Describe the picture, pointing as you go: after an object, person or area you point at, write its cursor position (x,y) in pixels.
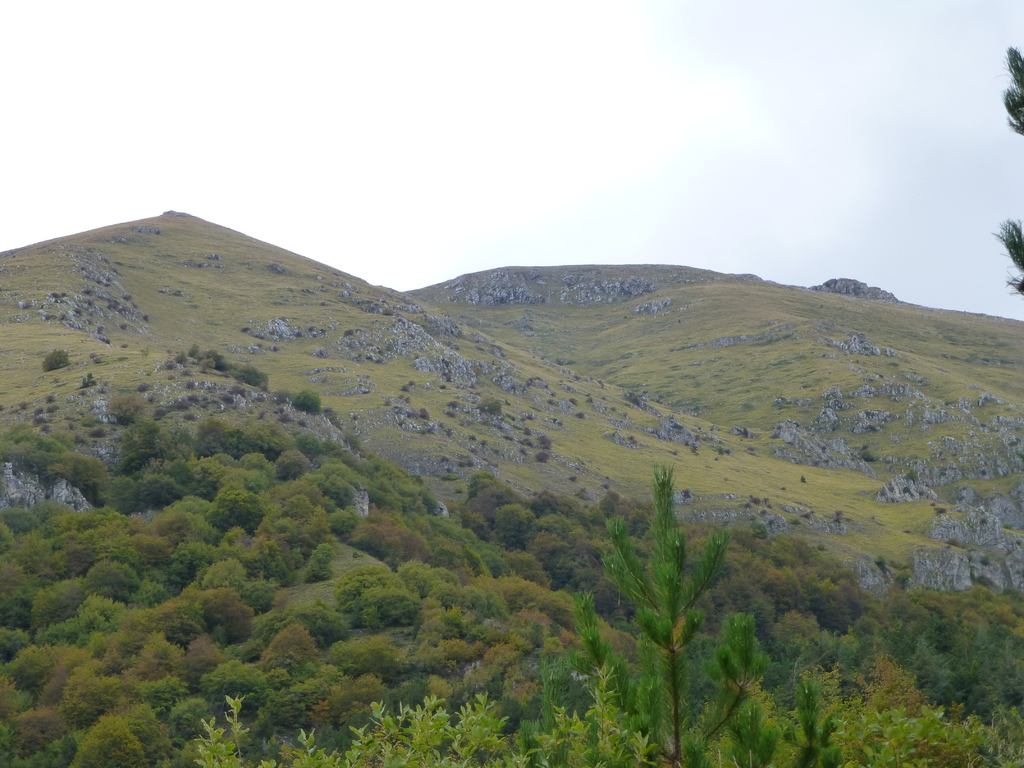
Here in this picture, in the front (455,620) we can see trees (349,589) and plants (547,755) present all over there and behind that we can see mountains (589,340) present, which are fully covered with grass (281,351) and plants (811,412) over there and we can see clouds (833,168) in the sky (449,191).
